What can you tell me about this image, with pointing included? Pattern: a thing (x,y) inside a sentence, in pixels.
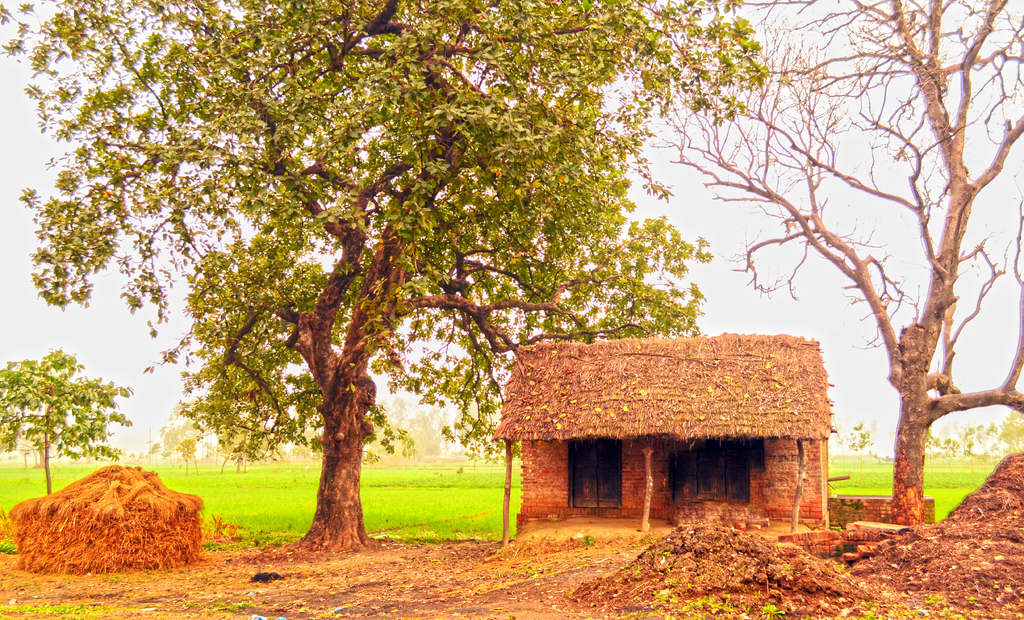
In this image we can see there is a hut (695,479), grass (498,509), trees (262,280), dust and the sky (805,307).
